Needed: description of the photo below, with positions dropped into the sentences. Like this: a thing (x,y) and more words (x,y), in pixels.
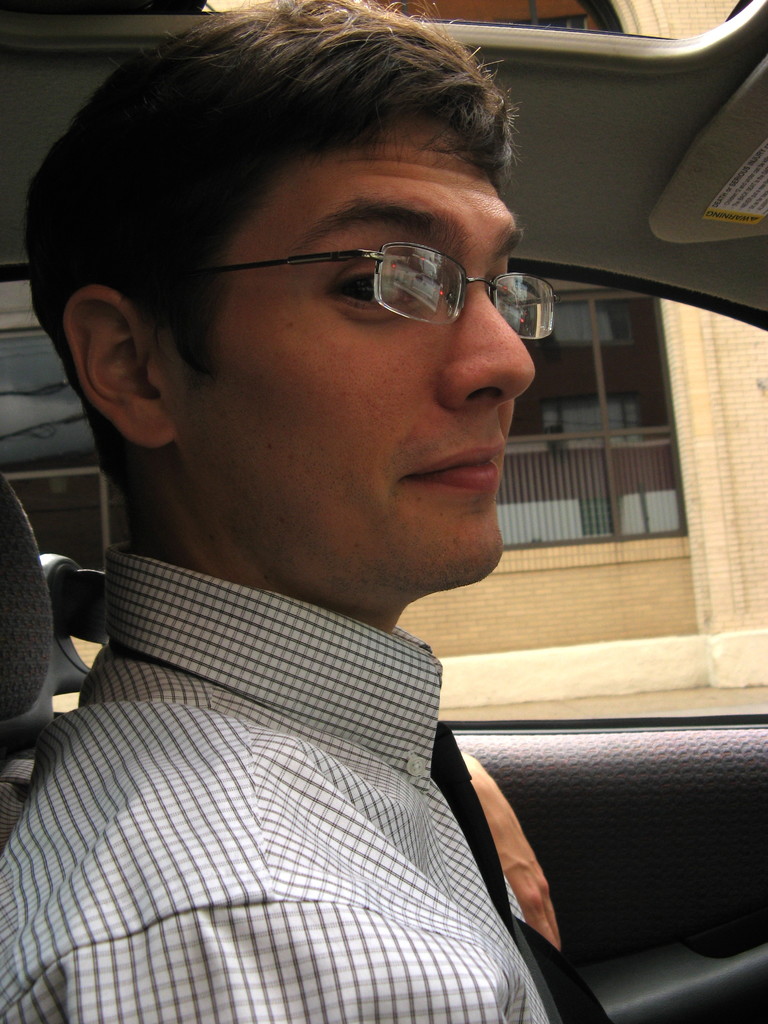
In this picture we can see a man (208,532) sitting inside a vehicle (593,742). He wore spectacles (495,292).
